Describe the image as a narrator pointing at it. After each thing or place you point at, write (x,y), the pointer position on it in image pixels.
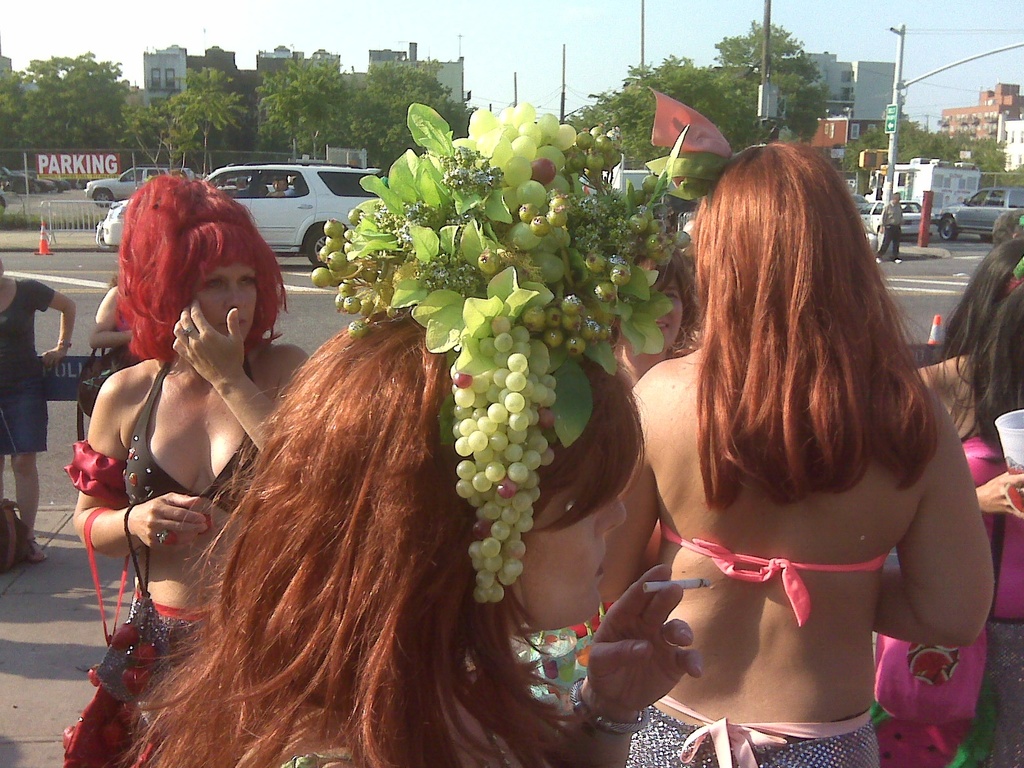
In this image I can see few women (214,455) are standing on the road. This woman (447,498) is wearing a head band (482,342) on her head (525,605) which is made with some fruits (493,326) and flowers (436,275). In the background (636,117) I can see the trees (370,87) and buildings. On the road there are some vehicles (346,220).
